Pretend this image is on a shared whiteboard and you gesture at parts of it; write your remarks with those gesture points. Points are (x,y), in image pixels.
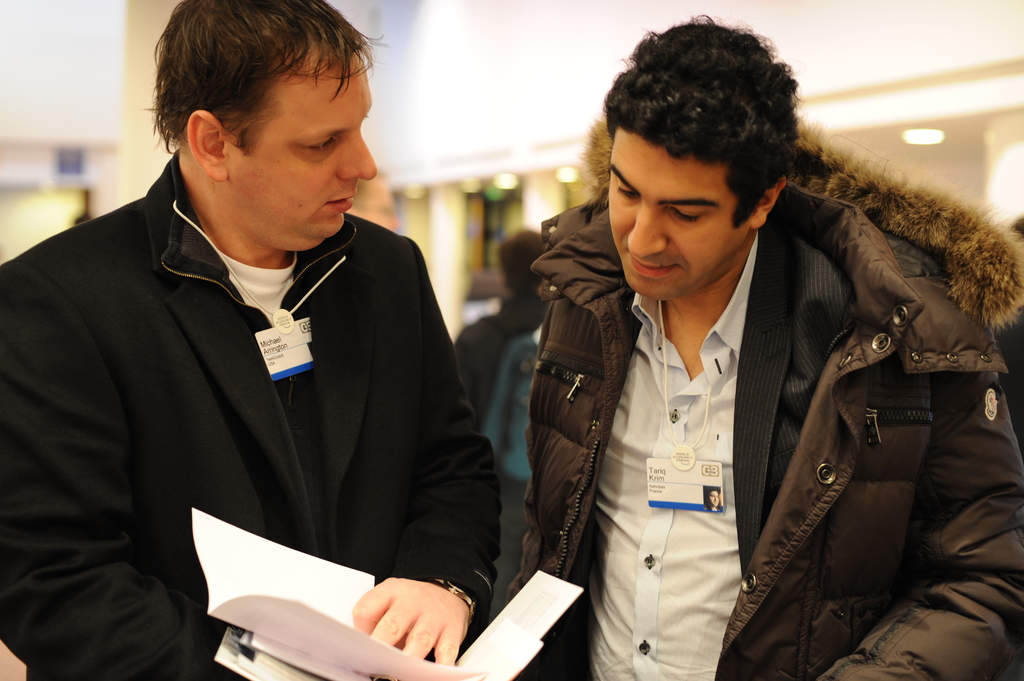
2 people (119,276) are standing. The person (110,429) at the left (210,613) is holding papers (295,591). They are wearing id cards (693,503). The background (474,74) is blurred.
